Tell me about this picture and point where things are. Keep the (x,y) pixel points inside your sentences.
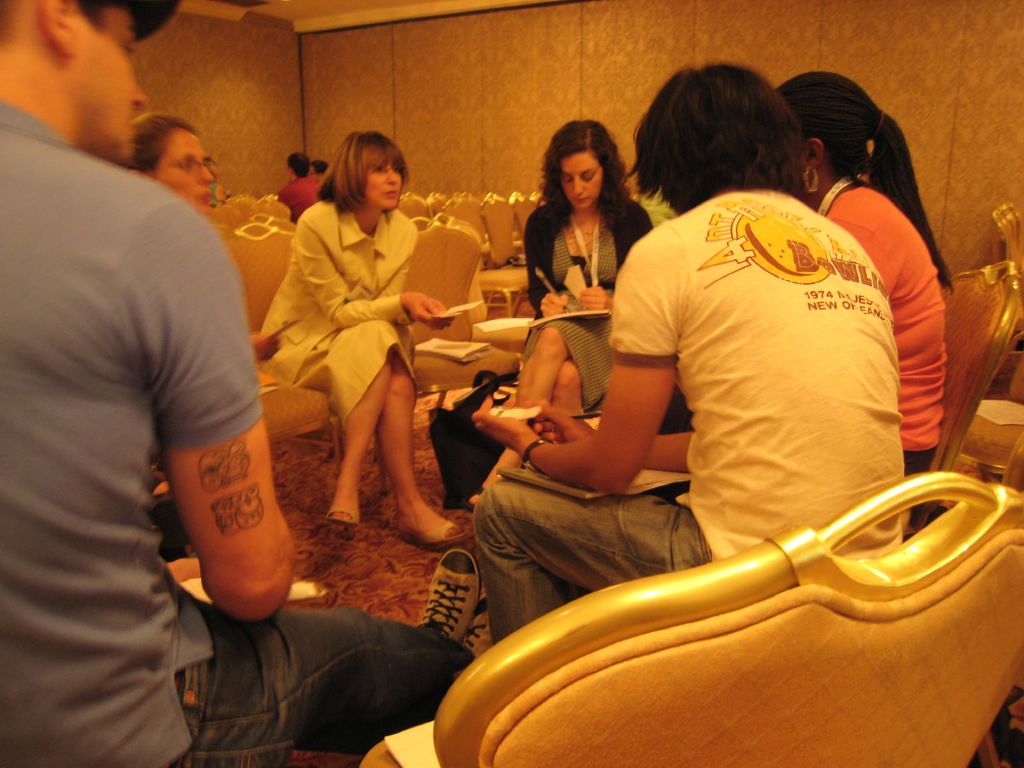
In the image we can see there are people (774,246) who are sitting on chair (721,643) and the woman (600,273) over here is wearing a id card (597,232) in her neck (582,229) and she is holding a pen (557,293) and there is a paper (562,309) on her lap (591,320) and the man (232,429) over here is having tattoo (230,528) on his shoulder (241,479).
